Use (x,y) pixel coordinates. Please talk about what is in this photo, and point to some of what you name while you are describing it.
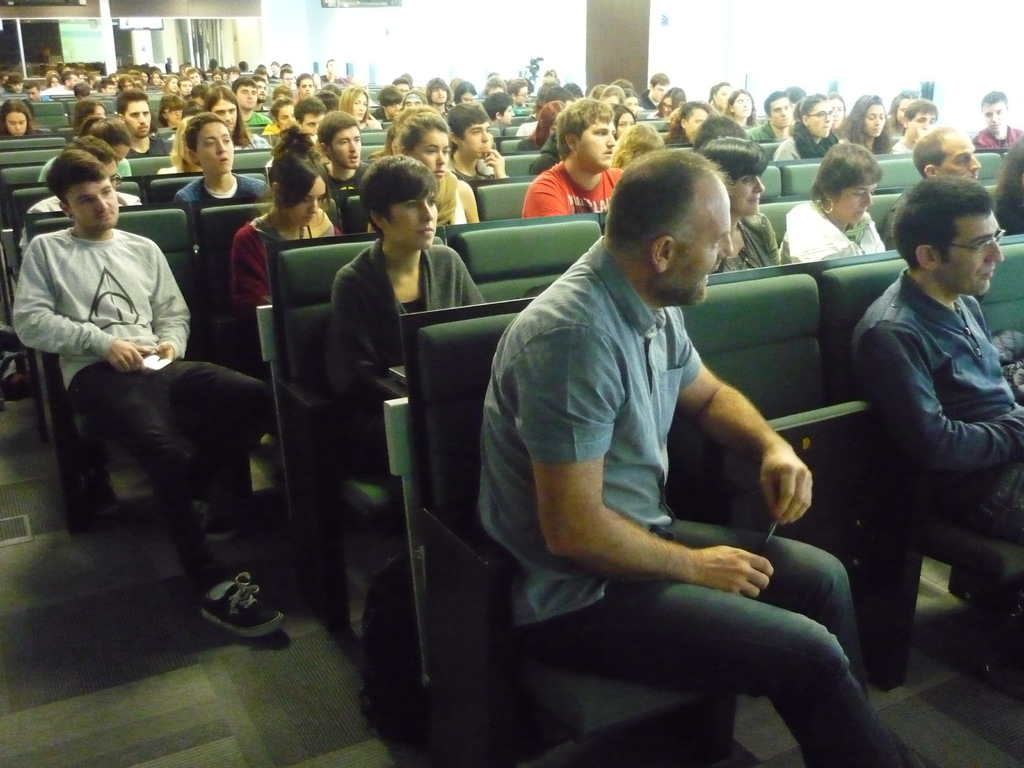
In this image I can see the group of people (736,262) sitting on the chairs (729,488). These people (609,266) are wearing the different color dresses (587,305) and I can see the chairs (390,411) are in green color. In the background (227,64) I can see the glass (80,65) and the pillar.
